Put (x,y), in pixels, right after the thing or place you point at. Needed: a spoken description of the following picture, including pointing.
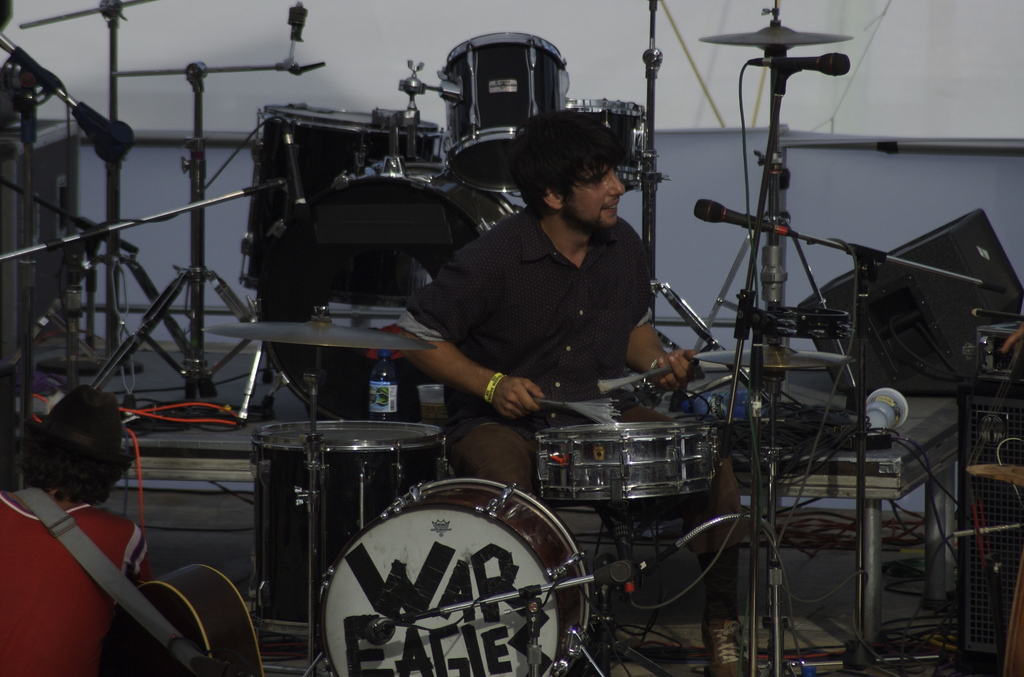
In the picture there is a musician (590,283), he is playing the drums (637,445) and there are a lot of stands (936,272) around the man (509,316), on the left side (41,542) there is a person (56,544) sitting on the ground (183,558) he is wearing some instrument (176,585) around his shoulders (139,552) and in the background (446,57) there is a wall (806,109).
